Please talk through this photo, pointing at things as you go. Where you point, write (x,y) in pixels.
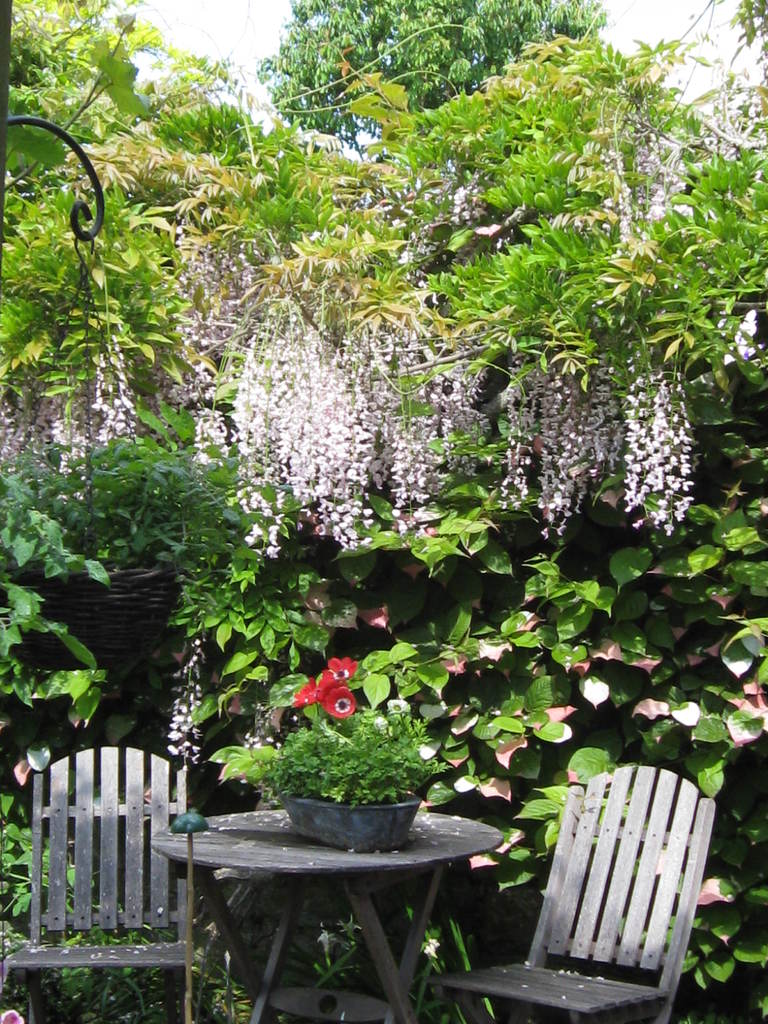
There is a table (356,896) and two chairs (563,954). There is a pot (342,818) with plant (359,783) on the table (284,851). And there is a hanging pot (74,606) and a plants (126,554). In the background (463,284) there are trees (477,432) flowers (387,414).
